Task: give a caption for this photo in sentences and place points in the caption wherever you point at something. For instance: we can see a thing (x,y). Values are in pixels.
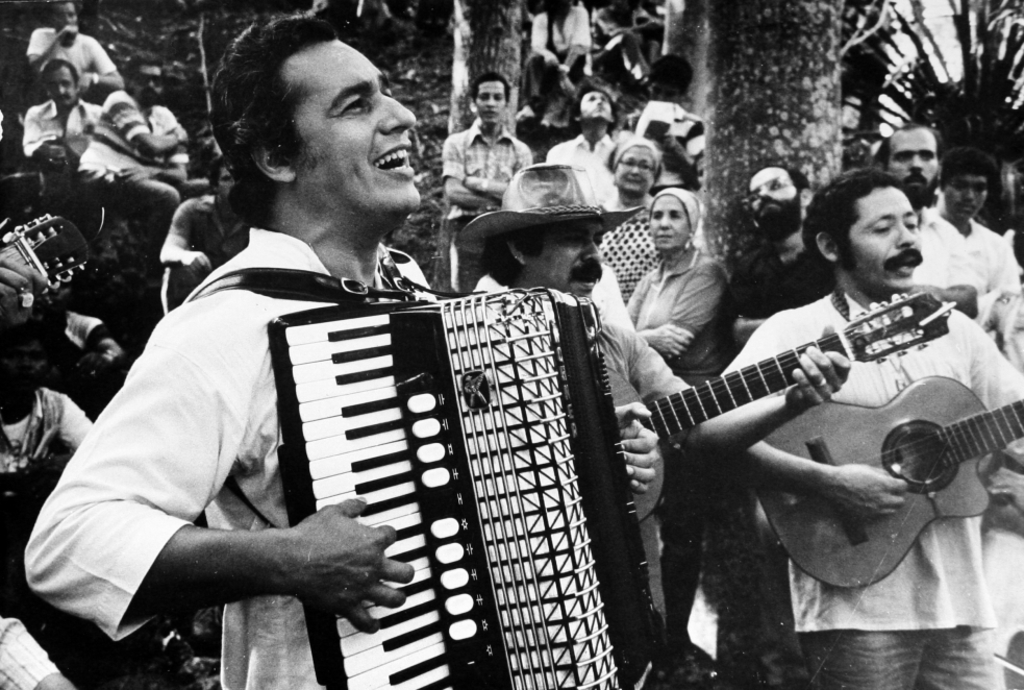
A black and white picture. Front this persons (904,483) are playing a musical instrument (458,571). Far many persons (148,114) are standing.
